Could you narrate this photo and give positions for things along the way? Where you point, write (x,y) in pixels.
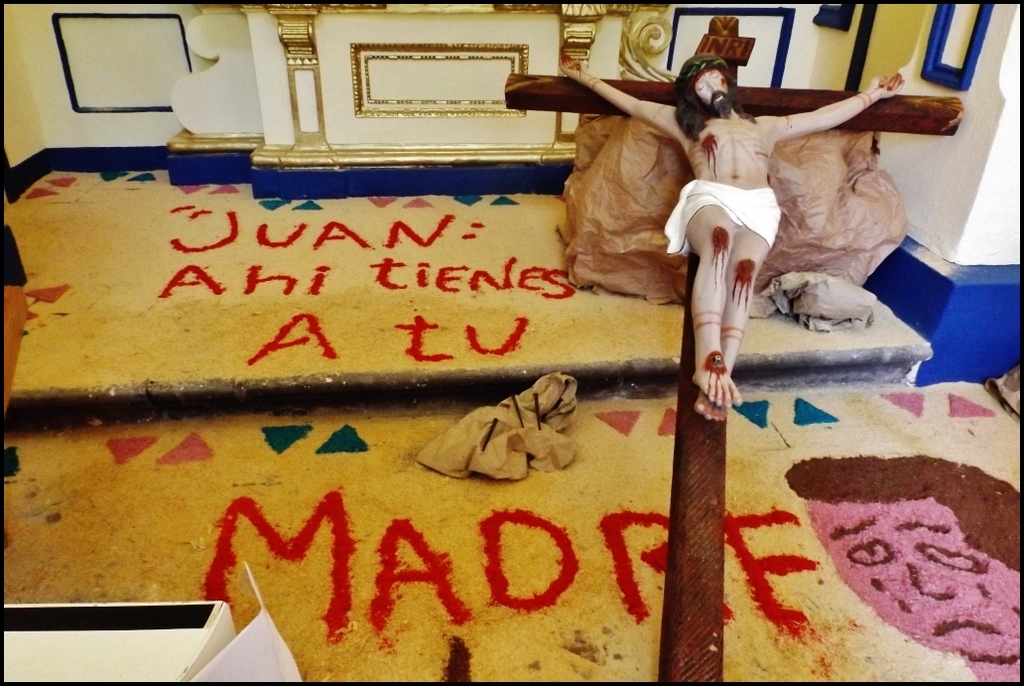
In this image I can see a Christ (708,226) on the cross (668,538) and I can see a painting (663,558) on the floor (179,518) and in the background (433,102) I can see the wall (883,34) and this image taken in the hall (275,469).
